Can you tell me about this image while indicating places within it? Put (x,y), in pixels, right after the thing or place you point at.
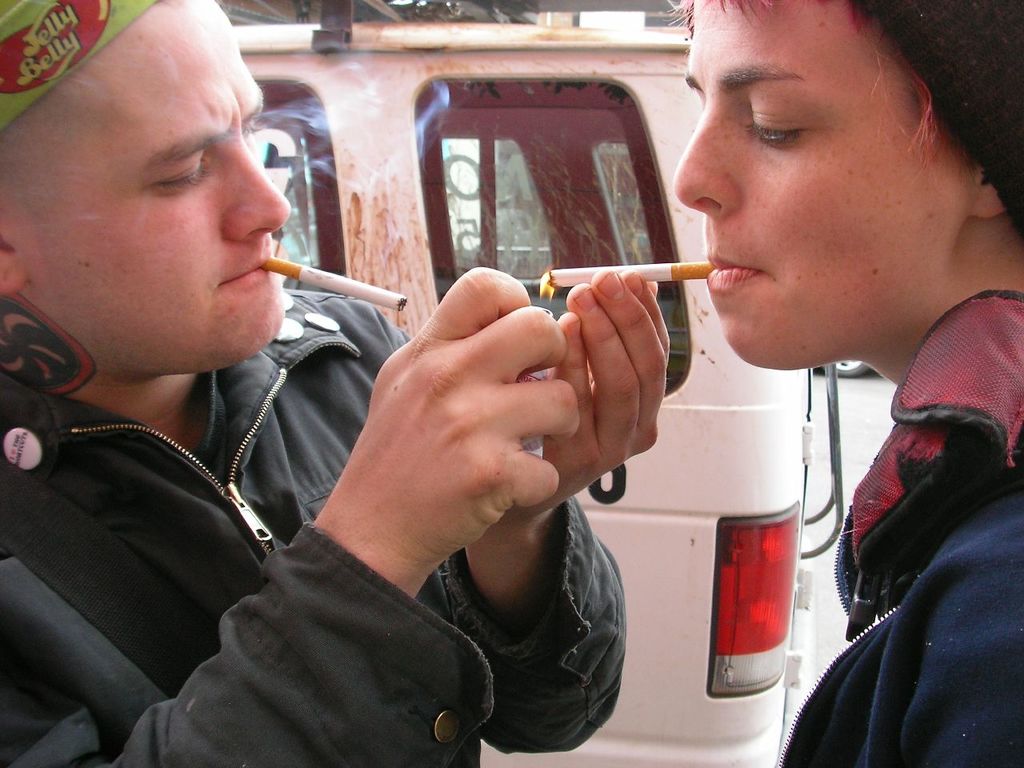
Here we can see two men (793,177) holding cigarettes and he is lighting a cigarette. In the background (672,307) there is a vehicle (718,425).
